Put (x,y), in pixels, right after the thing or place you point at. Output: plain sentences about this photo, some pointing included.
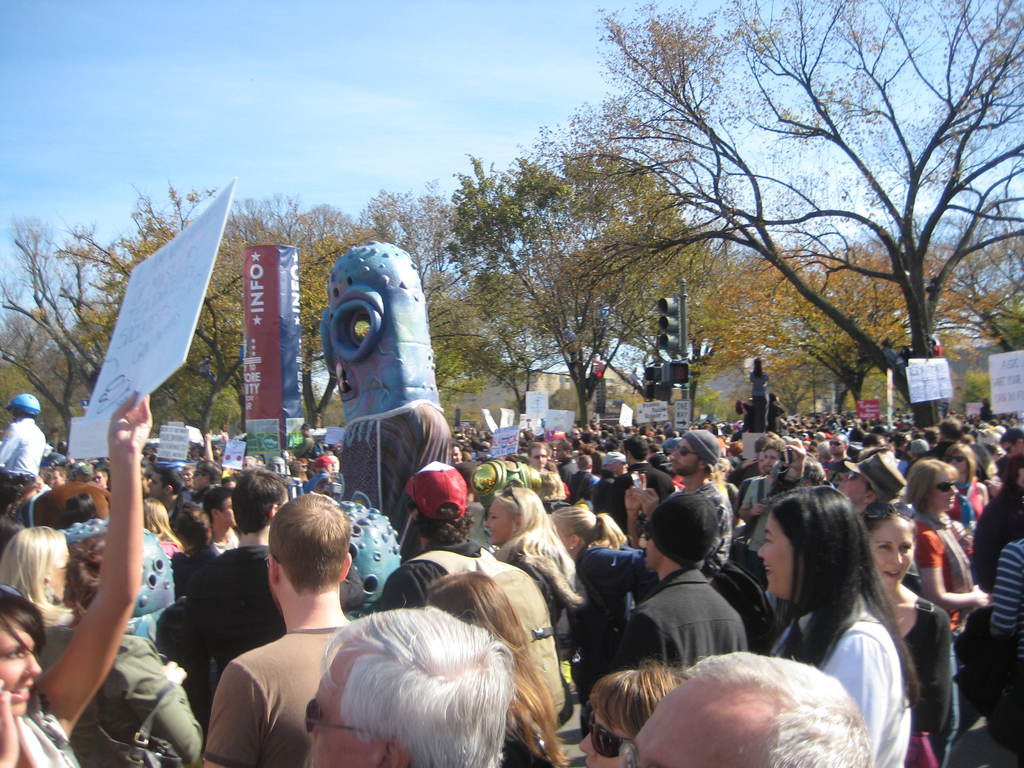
In this image there are many people (427,613) standing. They are holding boards (918,381) and placards (139,310). In the center (676,354) there are traffic light poles (685,344). In the background (731,231) there are trees (616,245) and buildings (564,383). At the top (295,95) there is the sky (295,95).
